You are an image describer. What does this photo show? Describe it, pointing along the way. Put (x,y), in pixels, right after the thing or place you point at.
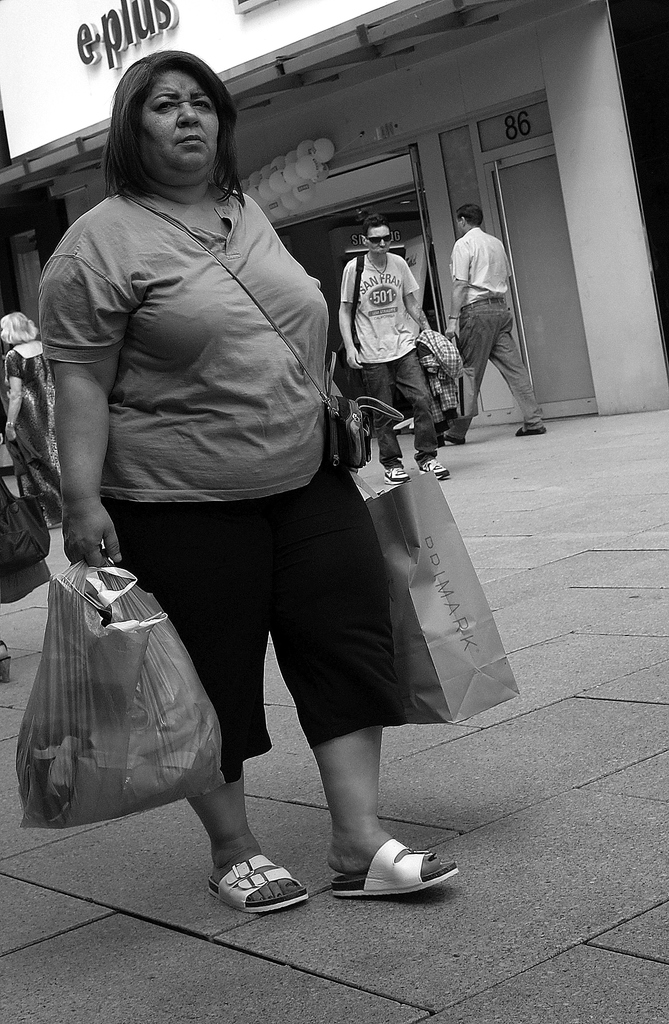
In this black and white image there is a lady (263,520) walking on the road (255,789) and holding a bag (443,535) and a cover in her both hands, behind her there are few people (424,375) walking on the road (267,686). In the background (238,57) there is a building (461,166).
